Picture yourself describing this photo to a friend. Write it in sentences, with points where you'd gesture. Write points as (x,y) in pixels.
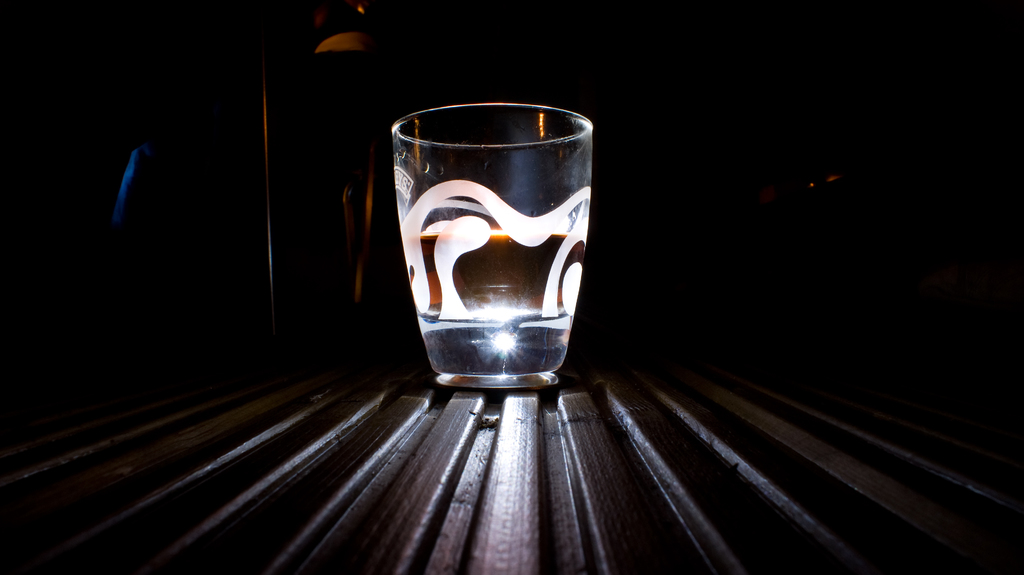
In this image we can see a glass (505,309) on a surface (424,399). The background of the image (797,134) is dark.
